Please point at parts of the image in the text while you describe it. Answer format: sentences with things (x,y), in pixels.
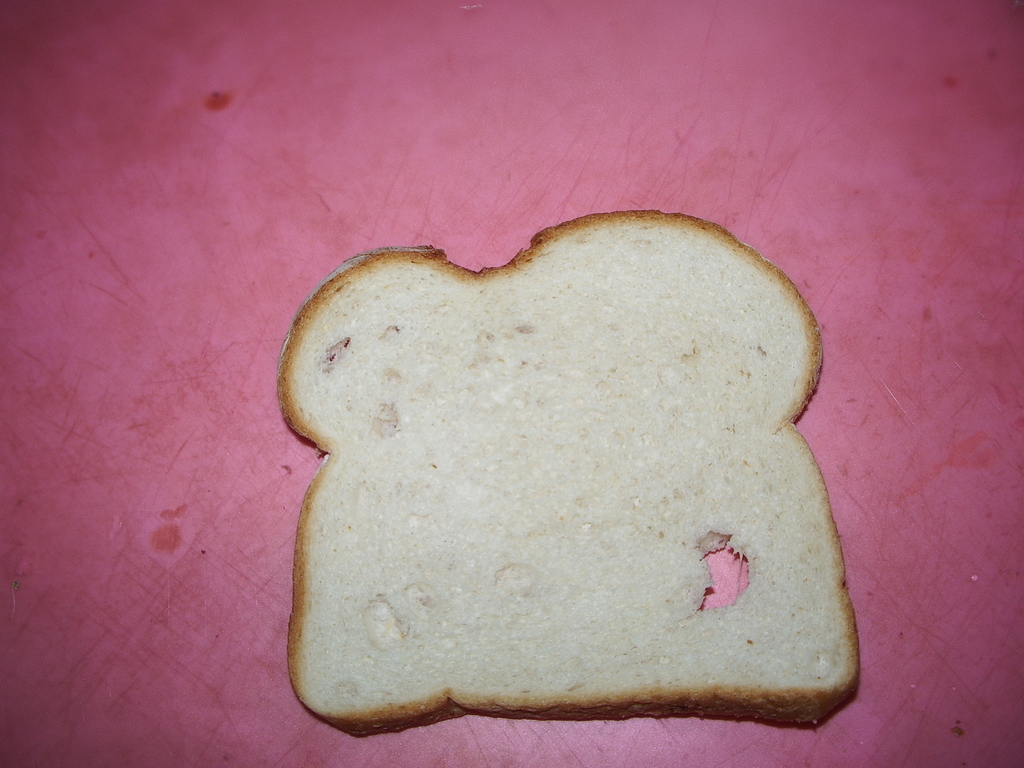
In this image I can see the food (605,669) and the food (699,662) is in white and brown color and the food (443,297) is on the pink color surface (842,432).
